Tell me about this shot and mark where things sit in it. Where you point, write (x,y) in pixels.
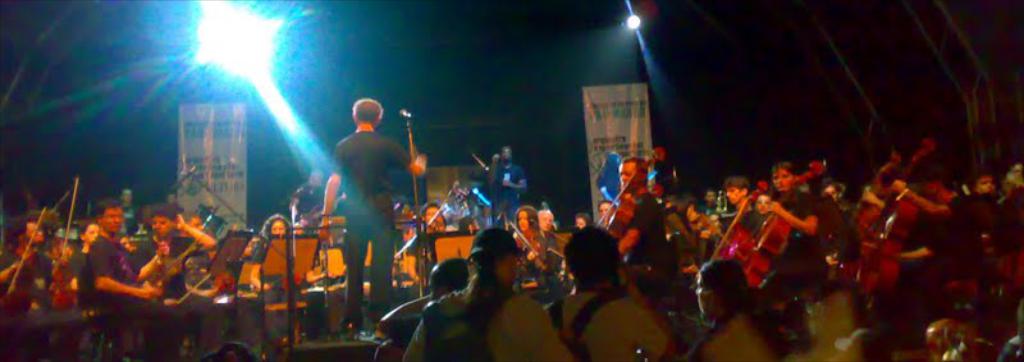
In this image a person (362,245) is standing at the center (389,223) and is near a microphone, in front of him there is a group of people (125,245) sitting and playing music instruments (525,240), in front of them there are audience (633,343) and in the background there are posters (615,94) and lights (262,6).
